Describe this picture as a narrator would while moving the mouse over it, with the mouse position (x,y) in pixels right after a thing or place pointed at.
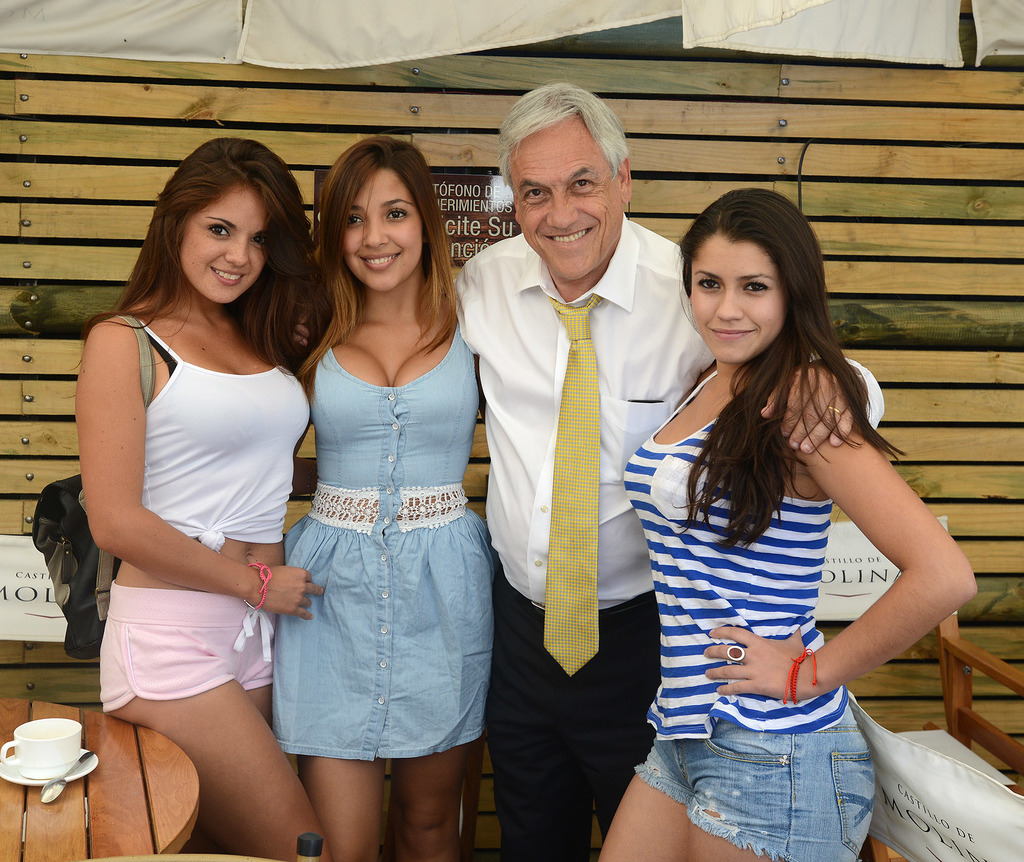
In this image we can see three girls (130,315) and one man (617,642). The man (604,608) is wearing white color shirt (636,437), black pant (606,699) and yellow tie (580,476). One girl (809,775) is wearing blue and white color top (700,599) with shorts (777,801). The other girl (361,619) is wearing blue color dress (387,631) and the third girl (217,516) is wearing white color top (234,513) with pink shorts (137,650). We can see one table (42,830) in the left bottom of the image (56,823). On table (118,811), cup (54,760), saucer (45,779) and spoon (61,780) is there and one chair (916,805) is there in the right bottom of the image (961,781). We can see one board (465,180) is attached to the wooden wall (890,134) in the background (476,207) and clothes (404,21) are there at the top of the image (811,27).
